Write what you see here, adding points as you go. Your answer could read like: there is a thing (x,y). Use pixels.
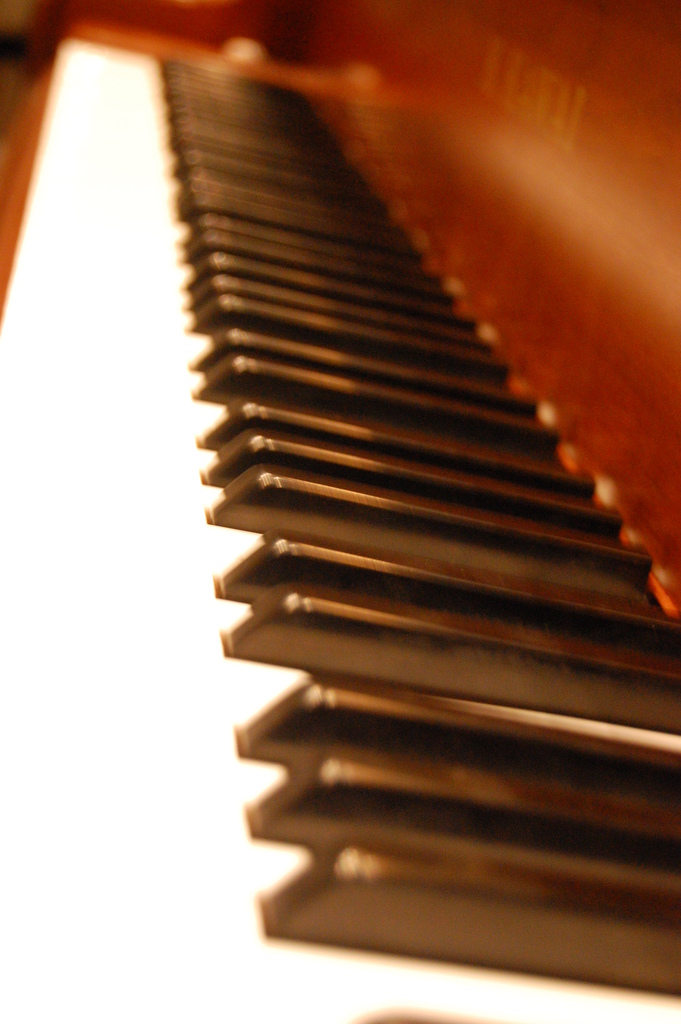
This picture shows a piano (43,815).
